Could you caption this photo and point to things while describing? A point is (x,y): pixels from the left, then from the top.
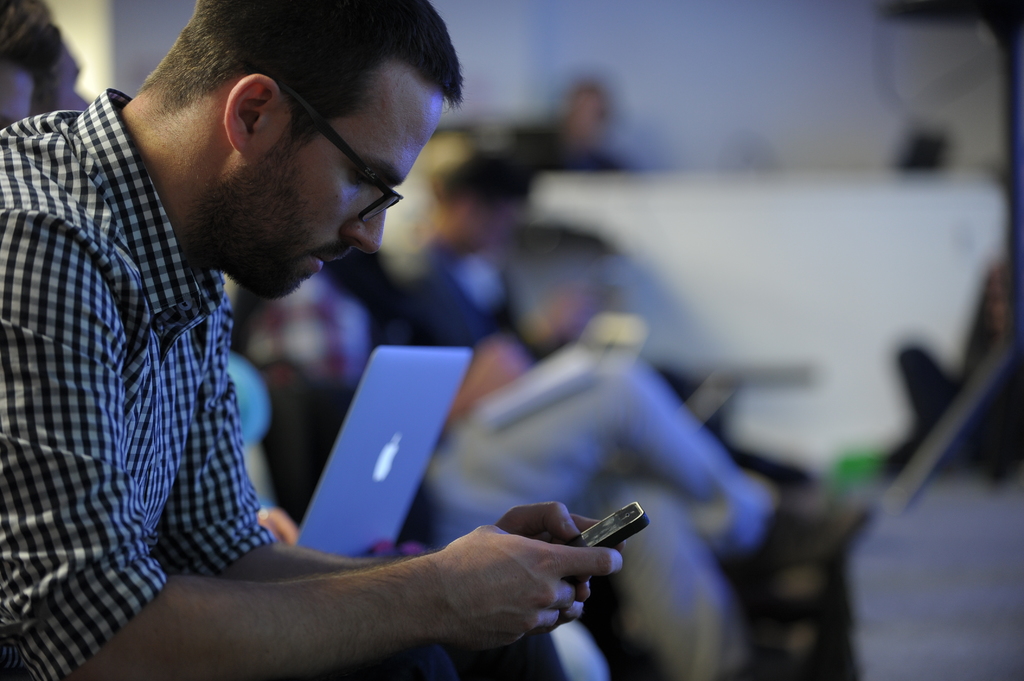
Few persons (473,358) sitting. This person (507,551) holding mobile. This is laptop (413,392).
